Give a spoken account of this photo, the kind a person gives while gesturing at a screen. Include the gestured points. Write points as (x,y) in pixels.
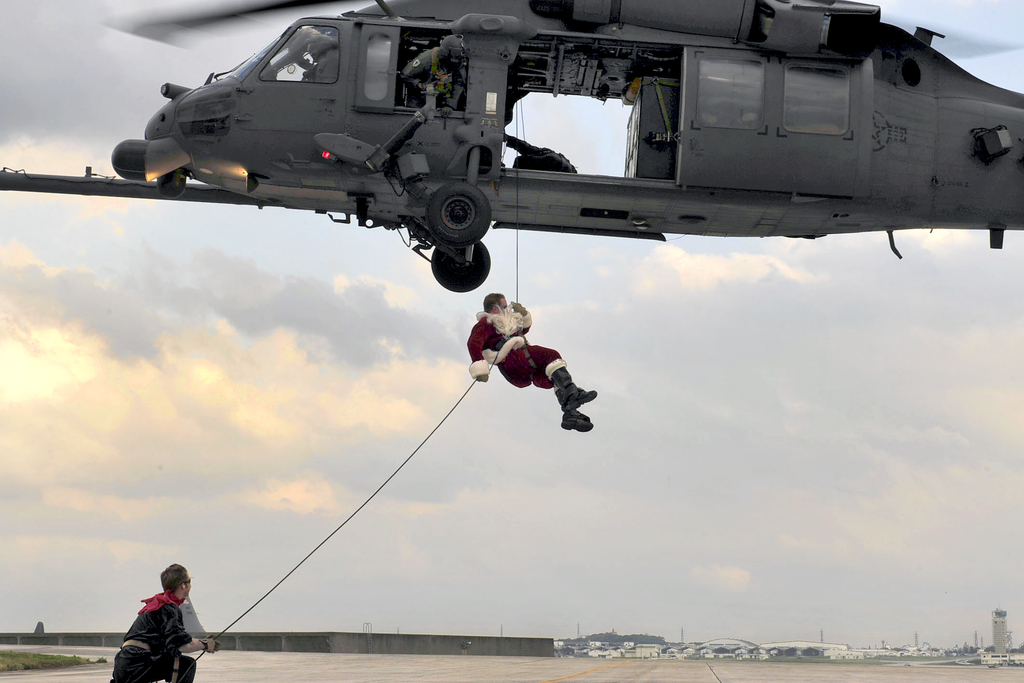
In this image, there is an outside view. There is a helicopter (477,75) at top of the image (477,213). There is a person (477,323) in the middle of the image hanging on rope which is attached to the helicopter (514,194). There is a person (171,625) in the bottom left of the image (179,615) holding a rope (225,634) with his hand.
